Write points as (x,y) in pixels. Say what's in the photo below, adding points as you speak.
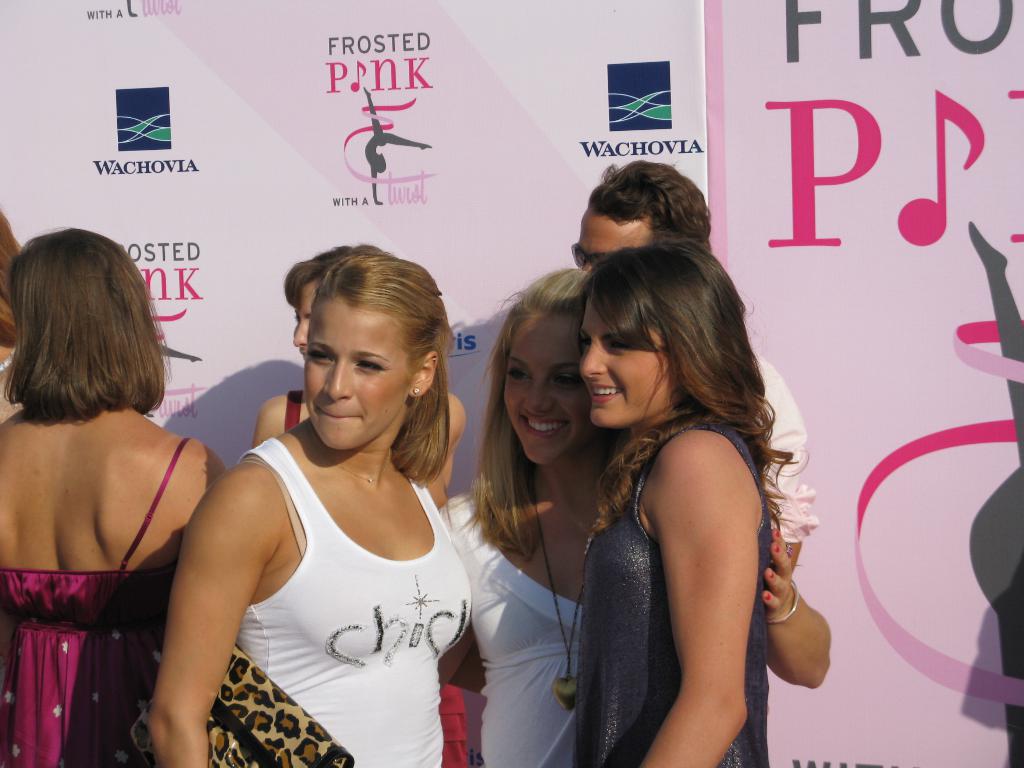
In this image I can see few people (697,552) are wearing different color dresses (795,420). In the background (753,200) I can see the pink color board (560,112) and something is written on it.
